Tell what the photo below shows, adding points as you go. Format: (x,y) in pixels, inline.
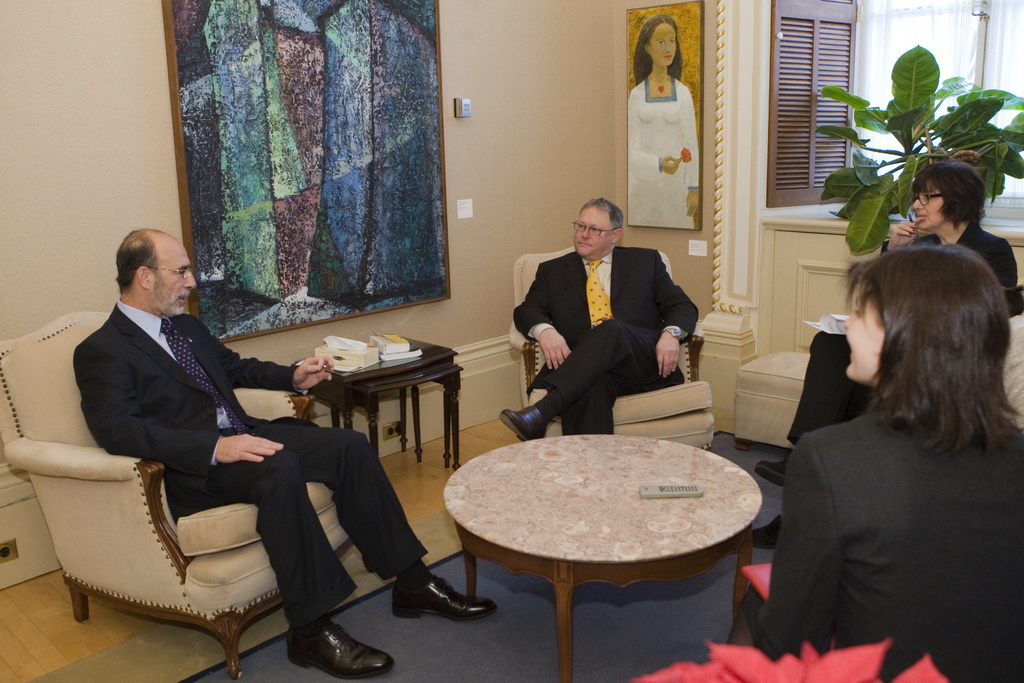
Four persons (104,427) sitting on the chair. On the background (401,143) we can see wall (509,91), frame (330,136), window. This is plant (856,107). This is floor (512,653). We can see table (634,527). On the table (657,501) we can see remote (683,489). We can see chairs (79,507). This is table (416,382). On the table (417,365) we can see books (400,346).
